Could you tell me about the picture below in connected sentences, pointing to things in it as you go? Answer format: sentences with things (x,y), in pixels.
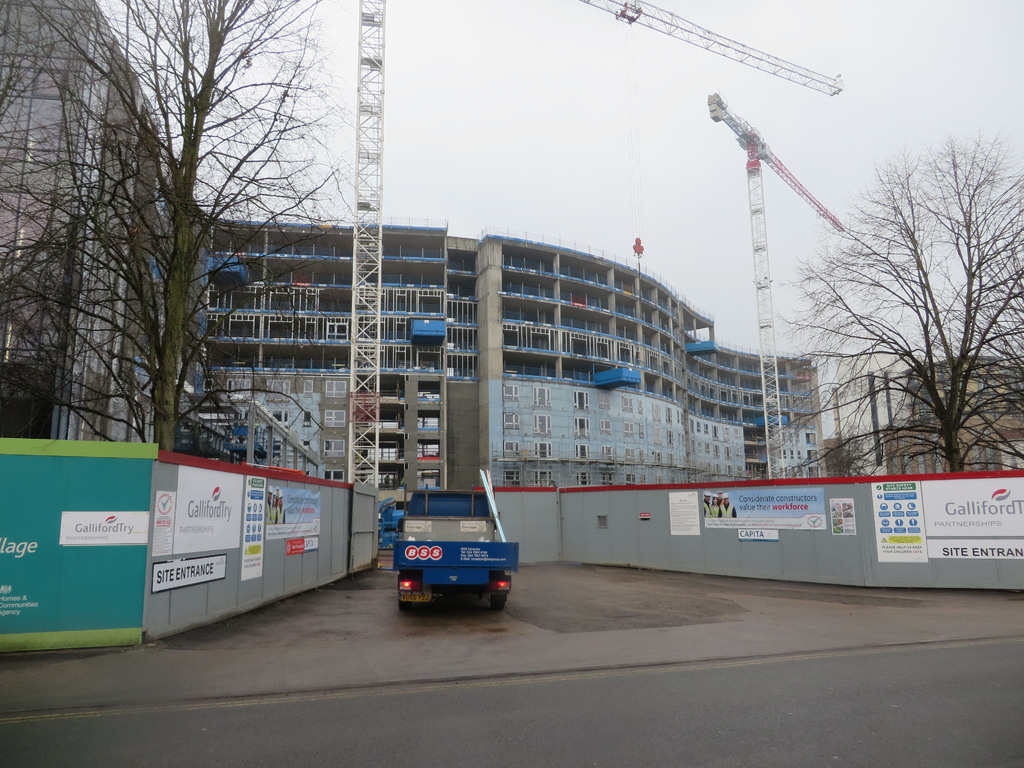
In this picture I can see buildings (439,389), trees (958,410) and couple of cranes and I can see a truck (430,593) and a cloudy sky (665,106) and I can see few boards (900,537) with some text (846,525).
